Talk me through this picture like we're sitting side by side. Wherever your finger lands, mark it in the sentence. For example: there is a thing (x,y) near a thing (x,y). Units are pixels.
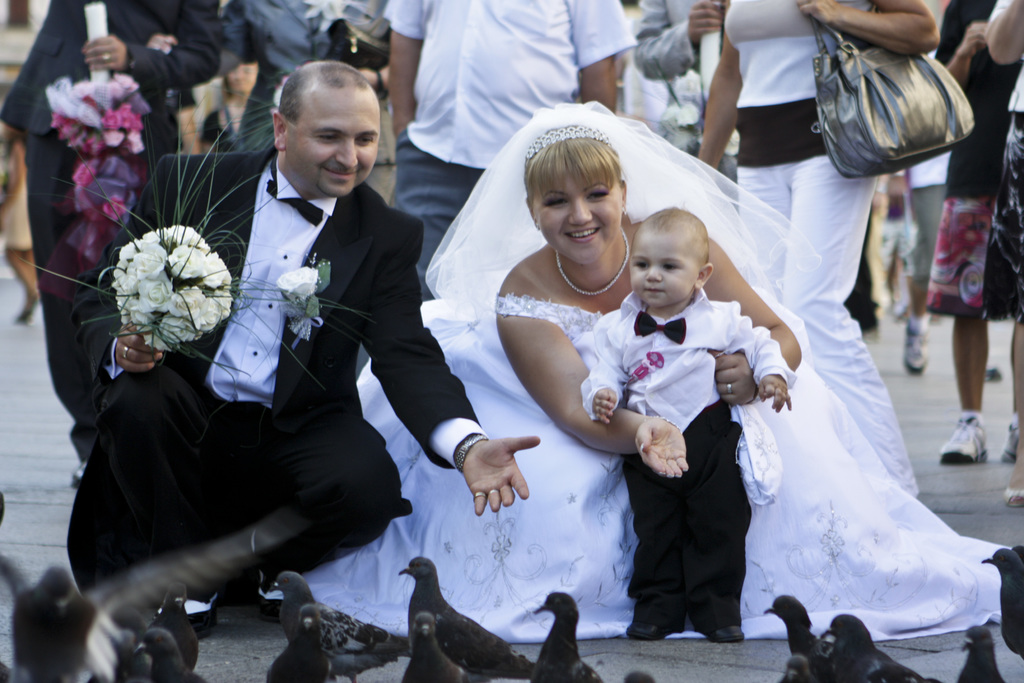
In this picture we can see a man (243,236) and a woman (492,251) smiling, boy (728,511) and in front of them we can see pigeons (573,606) and in the background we can see a group of people (413,32) walking on the road (50,417).
